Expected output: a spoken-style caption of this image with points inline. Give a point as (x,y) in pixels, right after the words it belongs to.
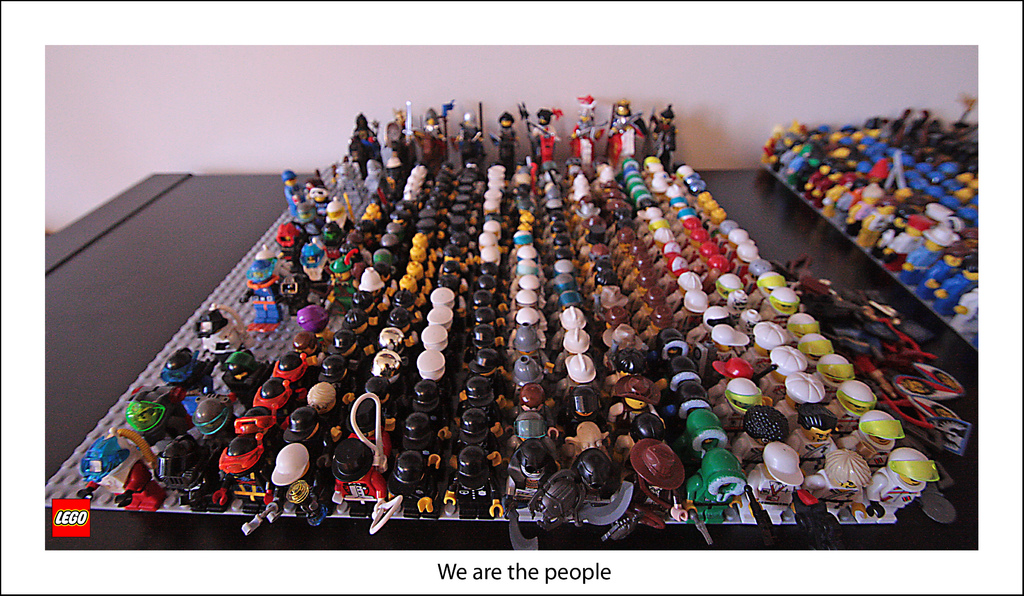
This image consists of small dolls (423,400) and puppets (674,471) kept on the desk (958,469). The desk (159,515) is in black color. In the background (271,107), we can see a wall (714,86).
